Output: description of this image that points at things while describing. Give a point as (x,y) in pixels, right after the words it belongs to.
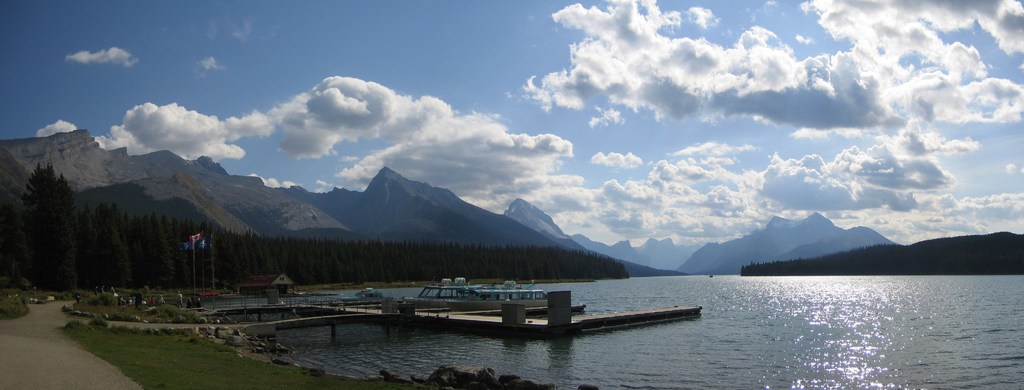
In this image I can see many boats (436,303) on the water (594,362). To the left (138,342) I can see the grass (112,358), poles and the flags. In the background (232,282) I can see the trees (302,272), mountains (734,272), clouds (378,99) and the sky (239,59).
